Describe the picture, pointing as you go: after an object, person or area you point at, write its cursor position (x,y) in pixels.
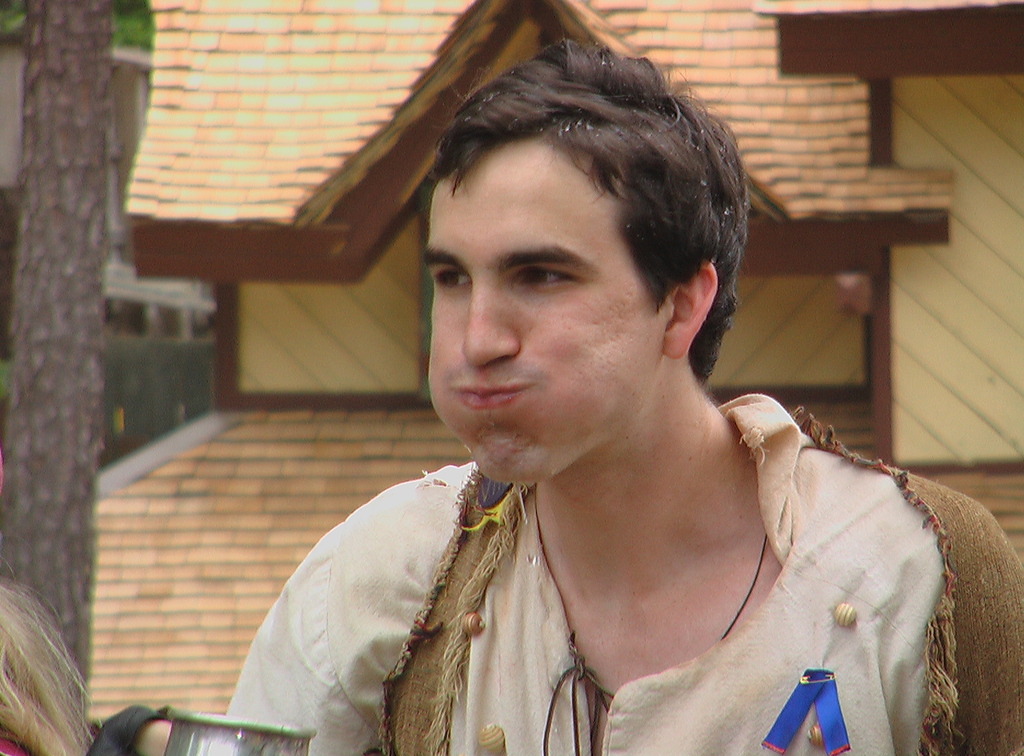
In this image I can see the person (505,476) wearing the cream and brown color dress (515,602). In the background (128,234) I can see the tree (85,56) and the building (369,191). And there is something in-front of the person (536,473).
